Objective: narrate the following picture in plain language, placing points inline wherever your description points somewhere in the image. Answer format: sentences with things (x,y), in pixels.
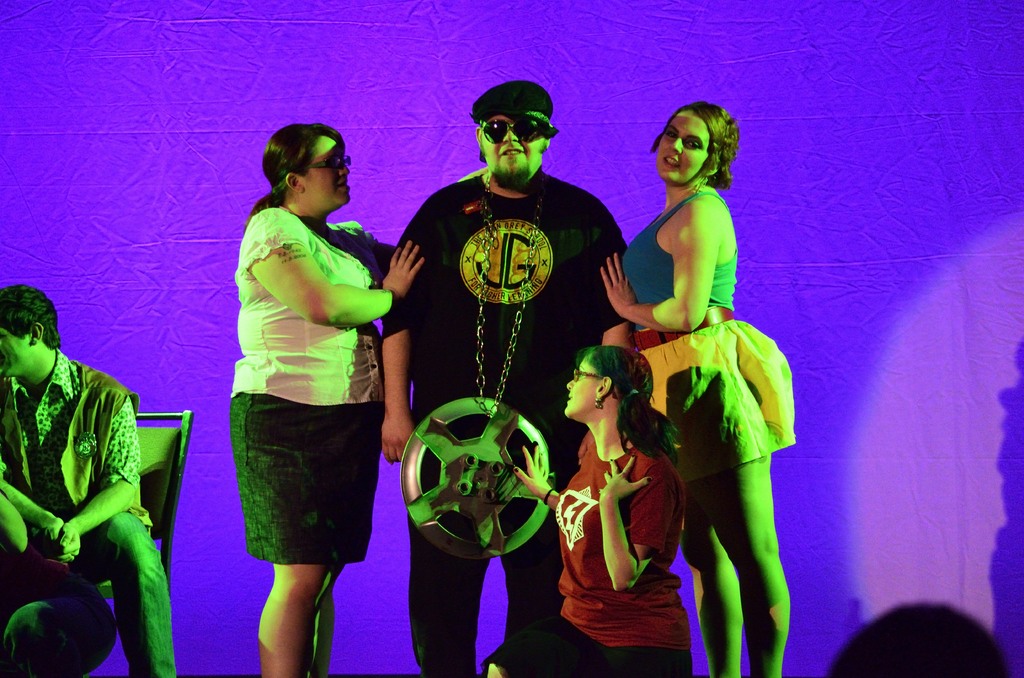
3 people (471,238) are standing. The person (518,227) at the center (556,251) is wearing a cap (544,107), goggles (506,132) and a long chain (486,244). A person (135,426) is sitting on a chair (146,461) at the left (100,504).
